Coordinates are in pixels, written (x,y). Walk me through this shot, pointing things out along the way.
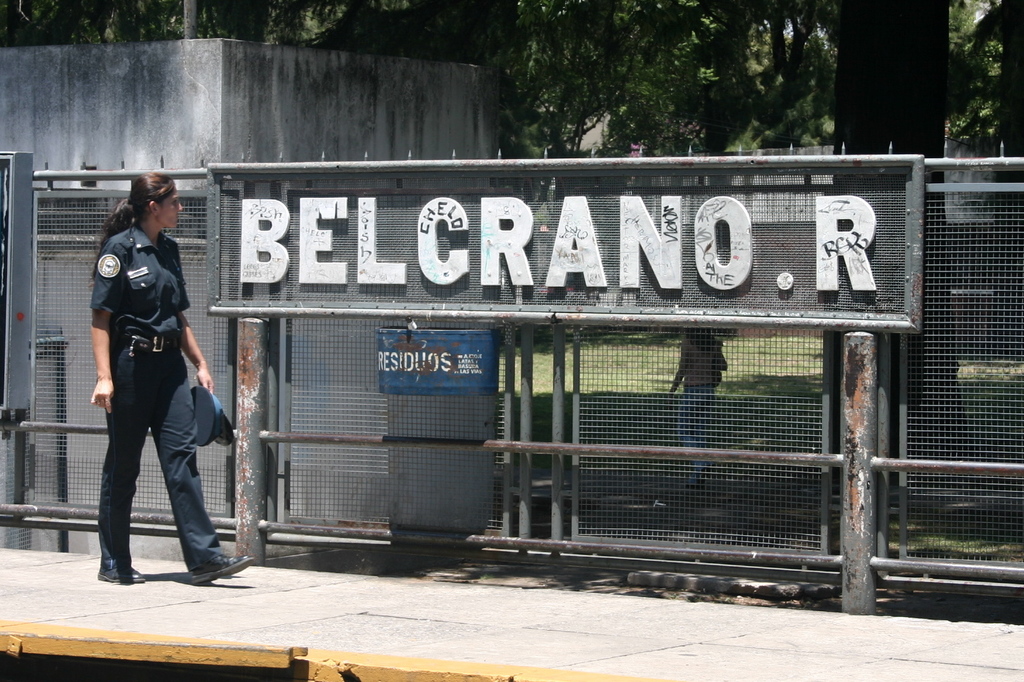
In this image I can see a person (174,341) wearing uniform (138,411) and holding a cap (197,434). Back I can see a fencing (470,265), trees (689,69) and wall (446,122).
